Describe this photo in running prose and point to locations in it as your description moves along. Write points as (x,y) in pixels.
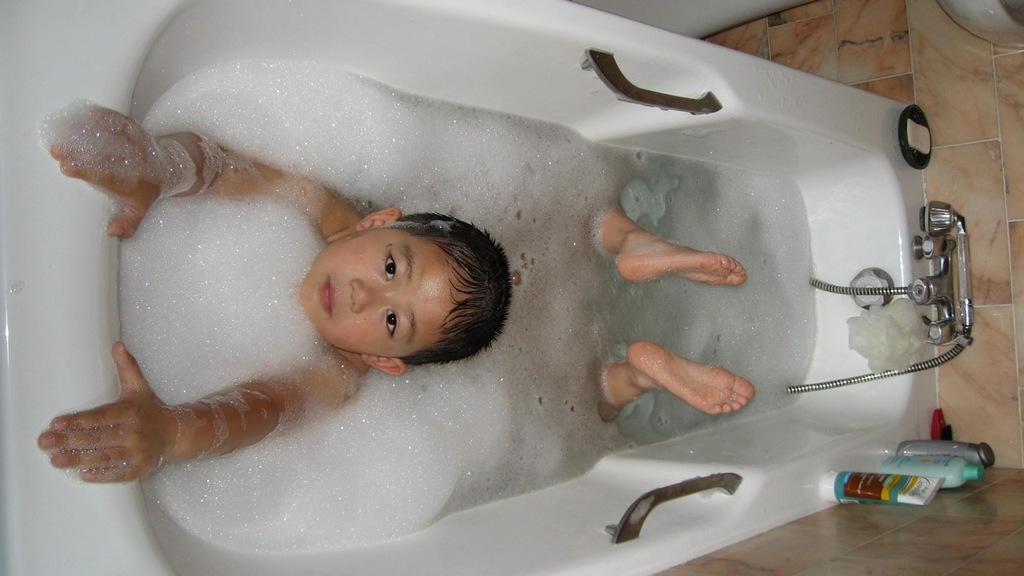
In this picture we can see a boy (420,312) lying on the tub water (648,288) and also I can see some bottles (918,482) which are placed on the bath tub (570,562).
